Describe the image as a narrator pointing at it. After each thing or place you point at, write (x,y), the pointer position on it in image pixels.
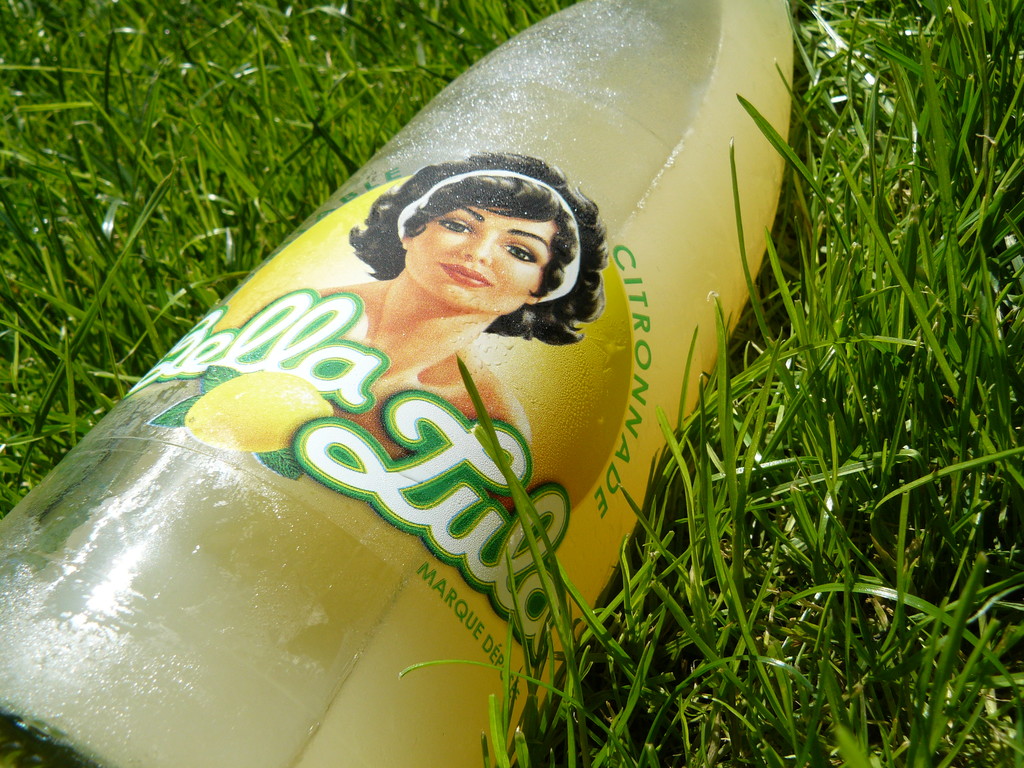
In this image, we can see a bottle (475,506) on the grass (98,274).
